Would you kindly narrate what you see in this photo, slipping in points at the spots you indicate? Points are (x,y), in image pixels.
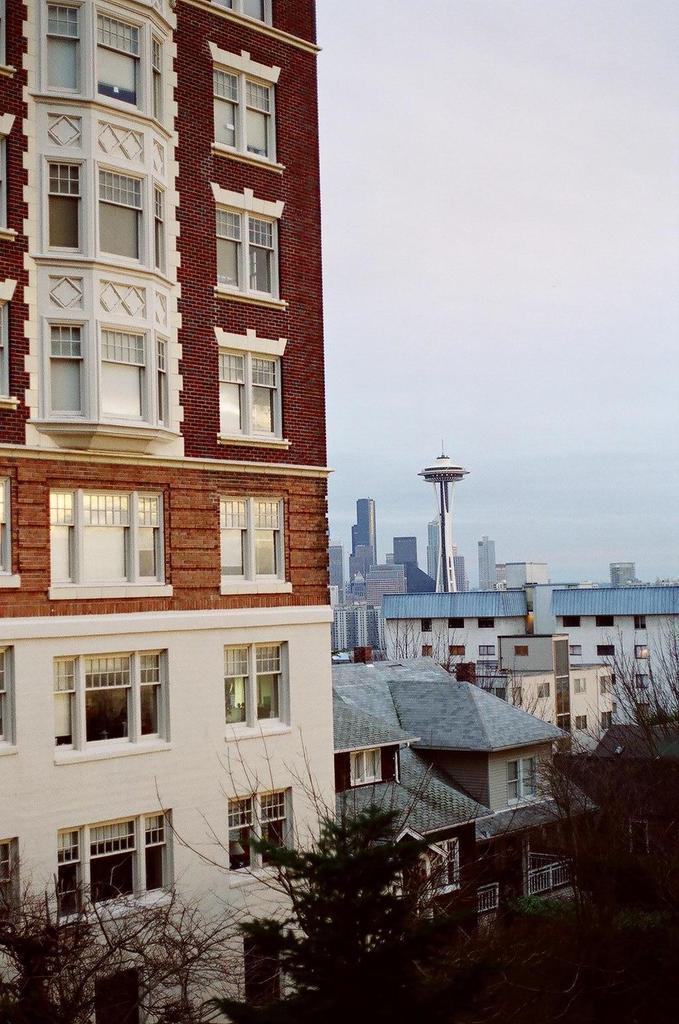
In this image we can see the buildings (433,652), trees (669,928) and also the sky (476,322).
